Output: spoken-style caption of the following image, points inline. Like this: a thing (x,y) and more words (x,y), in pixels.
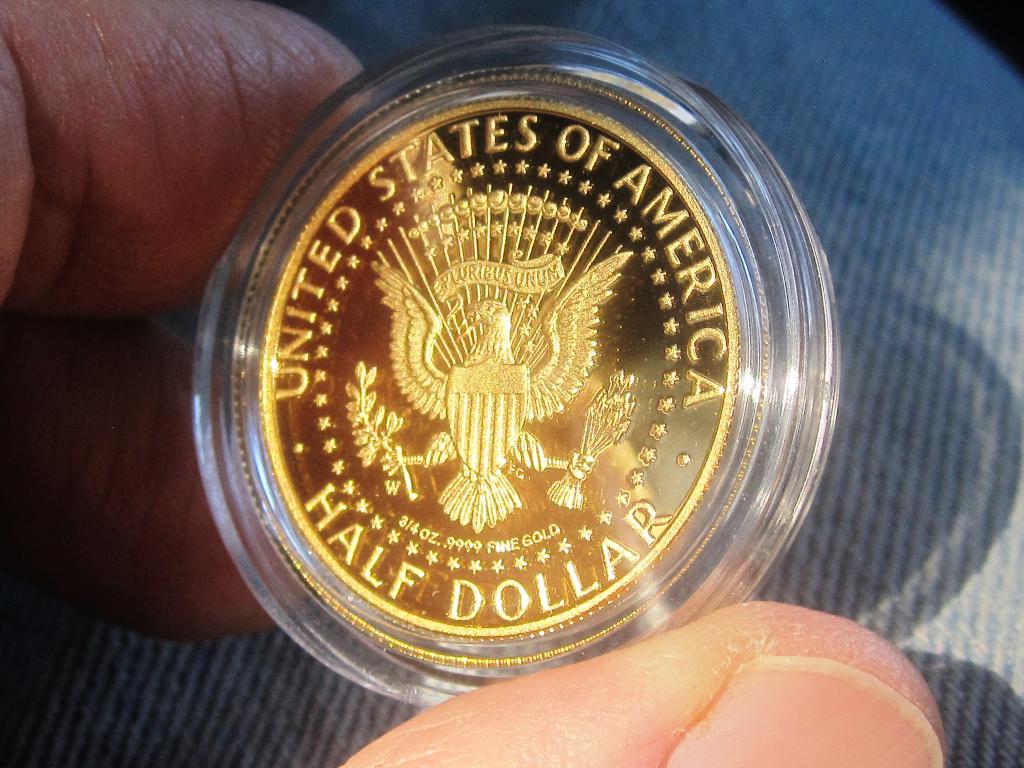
In this picture, we see the hands (182,570) of the person (673,709) holding a coin (508,557). On the coin (346,330), it is written as " UNITED STATES OF AMERICA - HALF DOLLAR". In the background (845,391), we see a grey color carpet (953,659) or a sheet (856,241).
